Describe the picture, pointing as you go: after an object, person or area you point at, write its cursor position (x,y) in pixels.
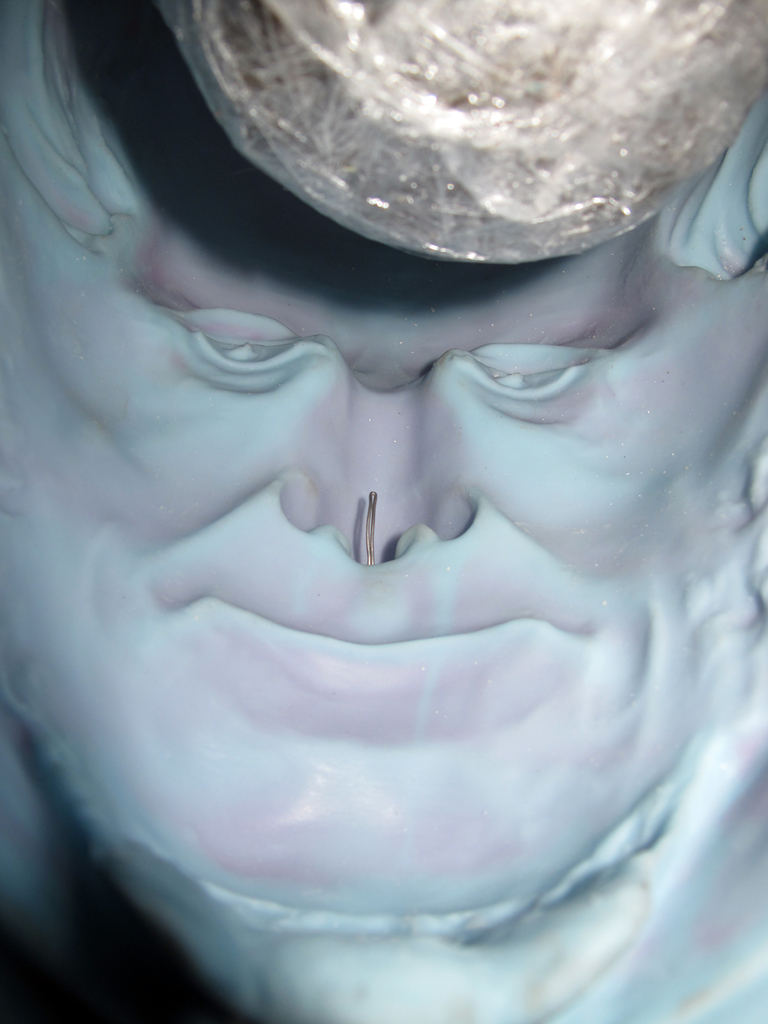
We can see a sculpture (163,869) of a person face (159,437).
